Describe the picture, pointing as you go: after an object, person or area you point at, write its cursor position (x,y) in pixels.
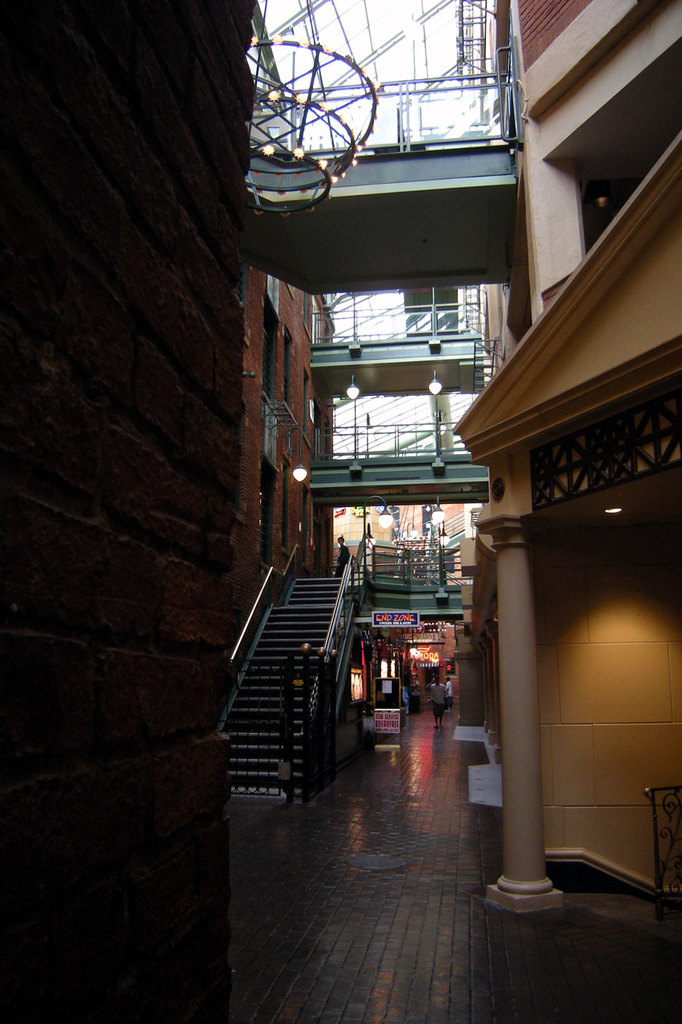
In this image we can see the buildings (361,394), there are some lights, stairs (272,737), people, windows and boards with some text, also we can see the wall (107,724).
